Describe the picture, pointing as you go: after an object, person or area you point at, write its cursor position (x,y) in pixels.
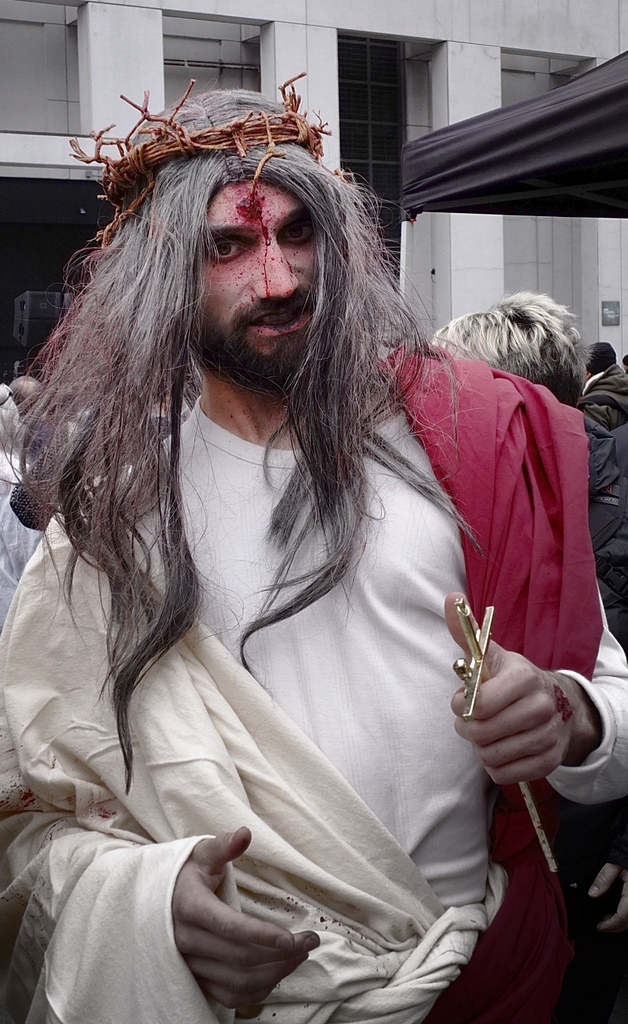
In the center of the image (415,395) we can see a man (484,760) standing. He is wearing a costume (282,583) and we can see a cross (474,695) in his hand (491,695). In the background (114,53) there are people (528,369) and building (210,60).
